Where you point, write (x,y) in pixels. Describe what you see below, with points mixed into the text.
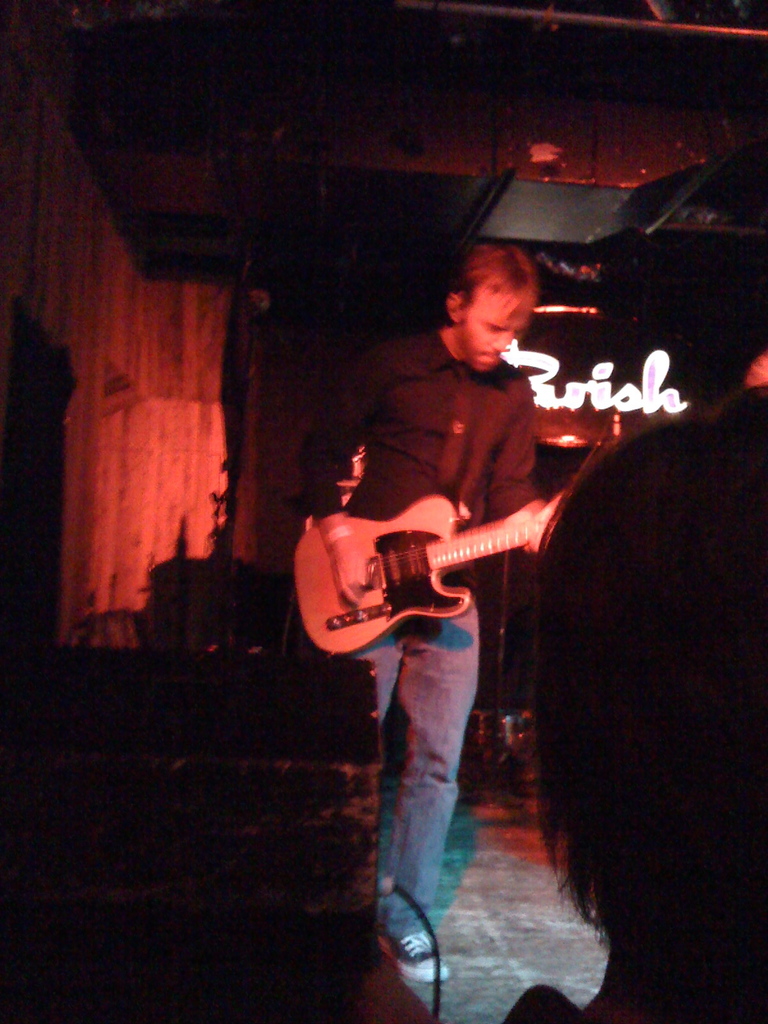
In this image I can see a person (412,764) holding the guitar (408,562).
